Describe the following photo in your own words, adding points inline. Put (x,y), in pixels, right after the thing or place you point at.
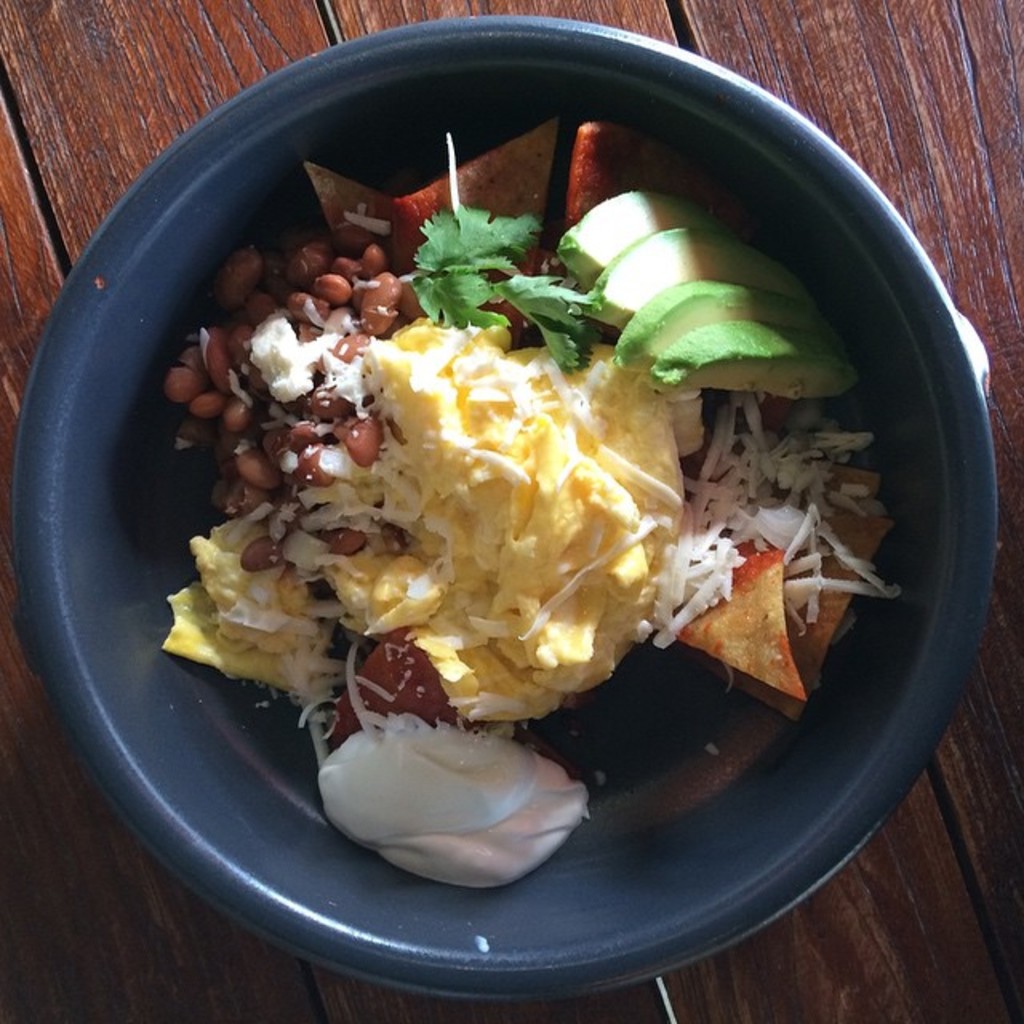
In this picture I can observe some food (399,380) placed in the blue color bowl (215,471). The food (245,640) is in white, yellow and green colors. The bowl (288,216) is placed on the brown color table (98,143).
